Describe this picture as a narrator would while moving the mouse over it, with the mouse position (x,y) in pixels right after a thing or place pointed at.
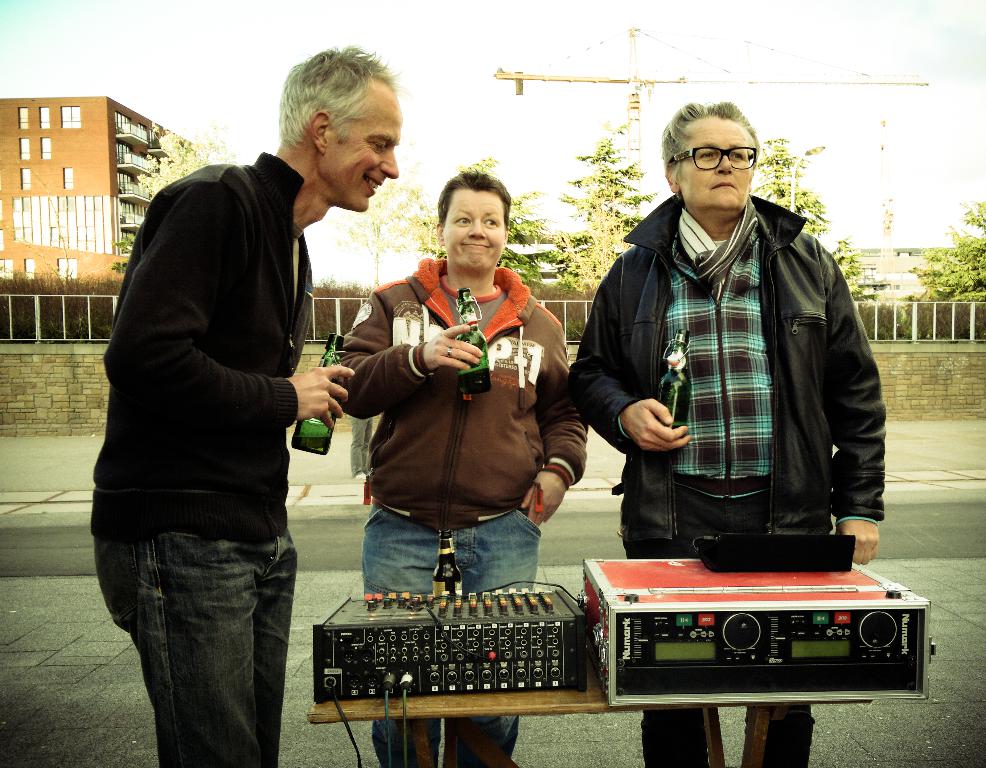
At the bottom of the image (618,628) there is a table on which there is a amplifier (662,571) and other object (635,621). There are three people (620,342) standing holding bottles (468,389) in their hands (665,424). In the background of the image (571,283) there are trees (597,159). There is a fencing (971,314). There is a building (49,270). At the bottom of the image (43,539) there is a road (50,587).
